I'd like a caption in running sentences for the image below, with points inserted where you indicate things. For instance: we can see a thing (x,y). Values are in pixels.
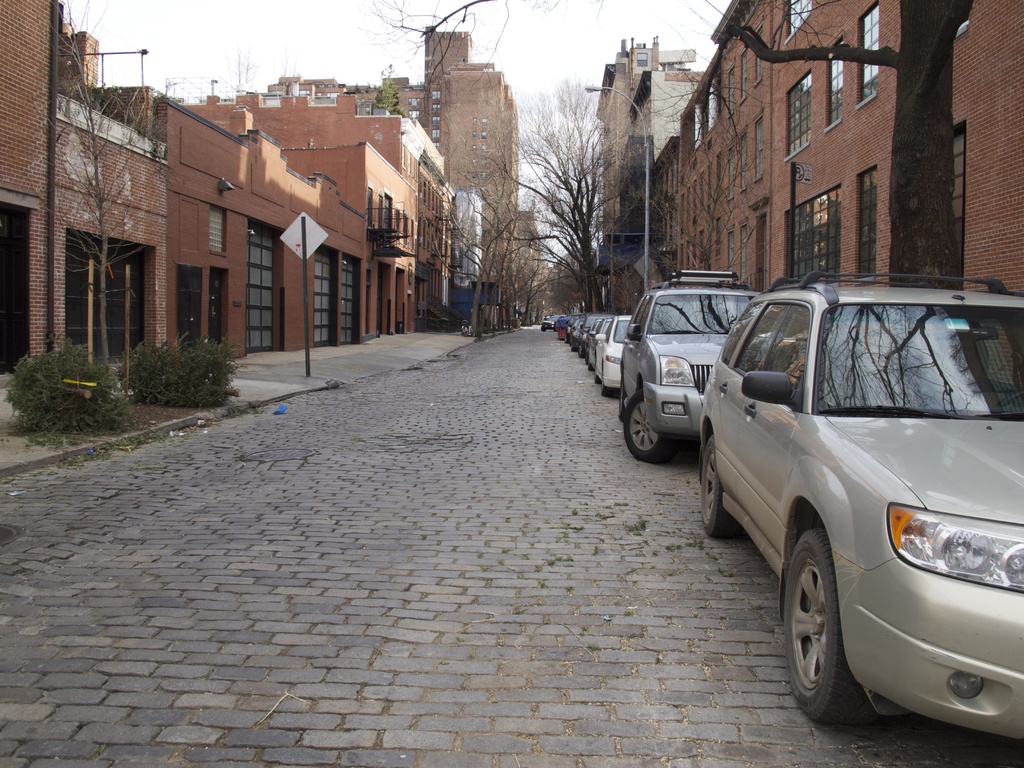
In this image I can see the road (483,605). On the road (524,592) there are many vehicles (695,423). To the left (184,403) there are some boards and plants (221,362). I can also see the buildings (364,297) to the side of the tree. In the background (510,262) I can see the light pole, trees (462,11) and the white sky (481,41).
